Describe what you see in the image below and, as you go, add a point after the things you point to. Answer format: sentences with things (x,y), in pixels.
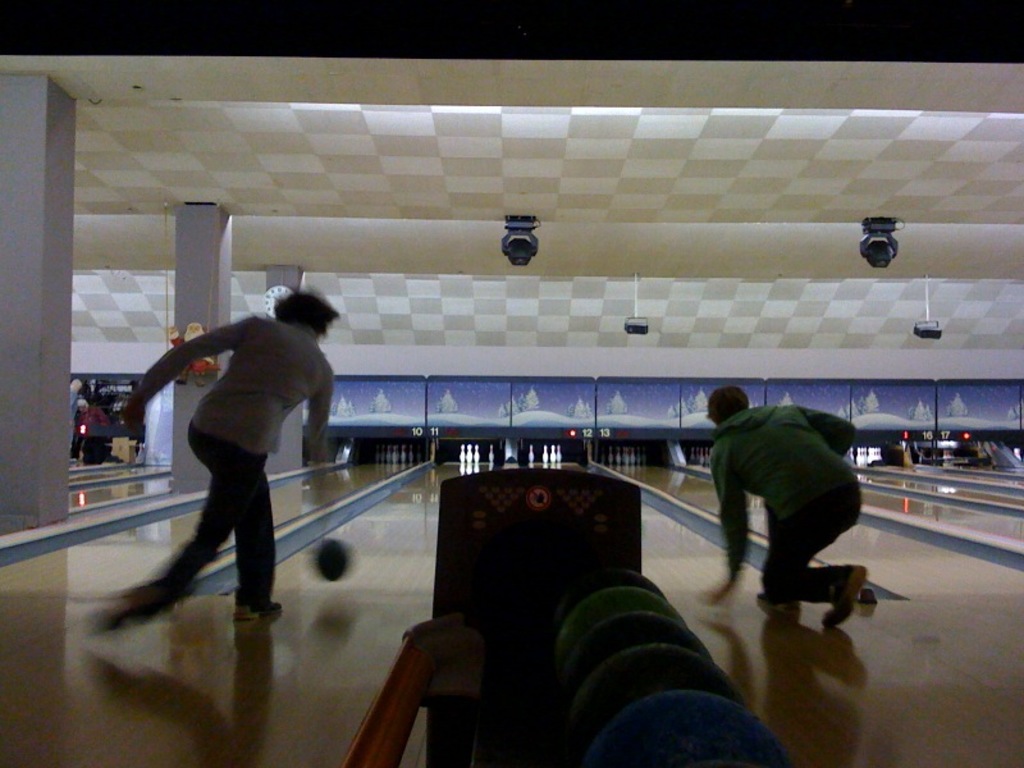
In the center of the image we can see balls (619,701). On the right (837,485) and left side of the image (216,398) there are persons (793,447) playing bowling. In the background (663,415) we can see lights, wall (813,361), pillars (230,308) and clock (278,289).
